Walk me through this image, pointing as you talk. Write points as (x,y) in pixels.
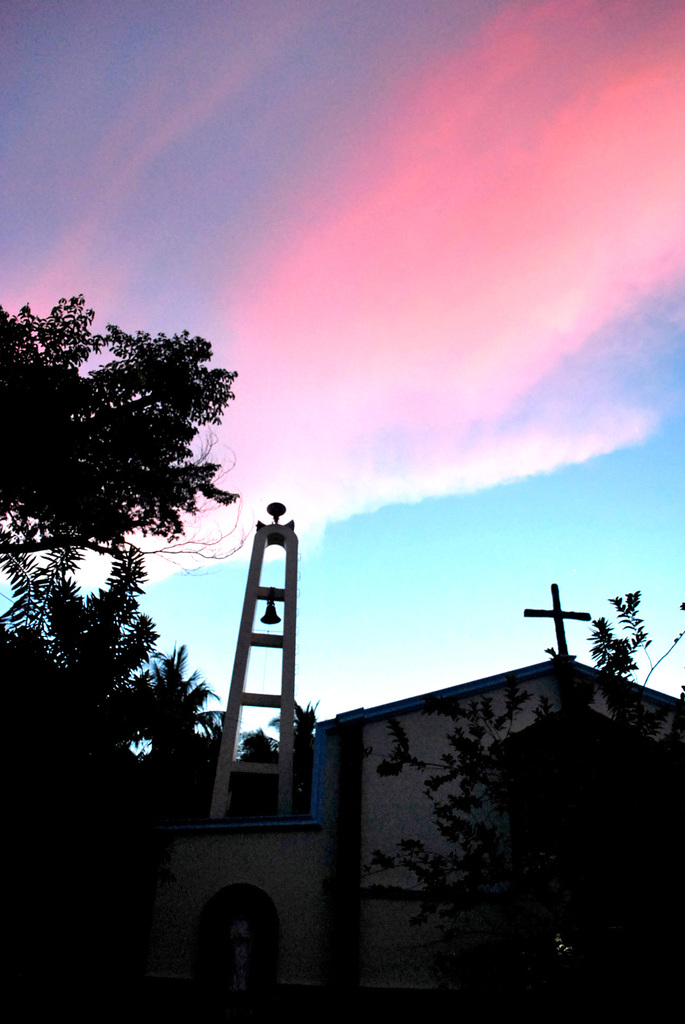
In the background (431,250) we can see the sky (431,250). In this picture we can see a church (302,850), trees (42,416), bell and objects (296,600). Bottom portion of the picture (316,980) is completely dark.
